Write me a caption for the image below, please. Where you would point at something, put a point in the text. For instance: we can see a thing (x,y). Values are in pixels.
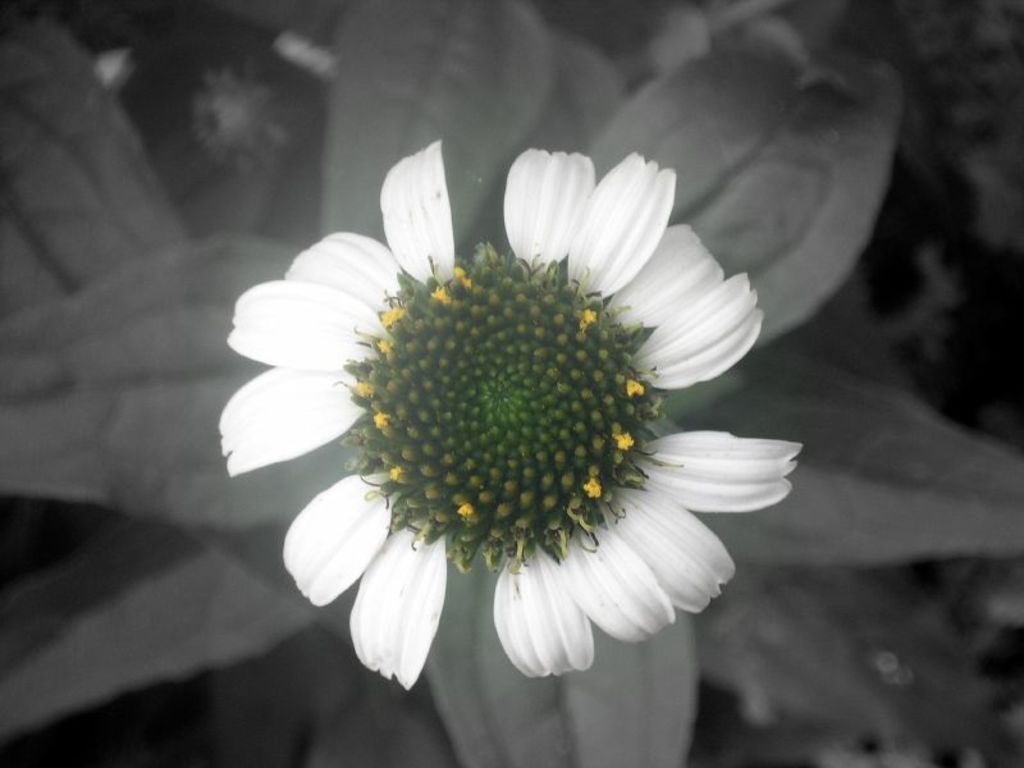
In this image we can see a white color flower (609,378) and green color buds (499,438).
